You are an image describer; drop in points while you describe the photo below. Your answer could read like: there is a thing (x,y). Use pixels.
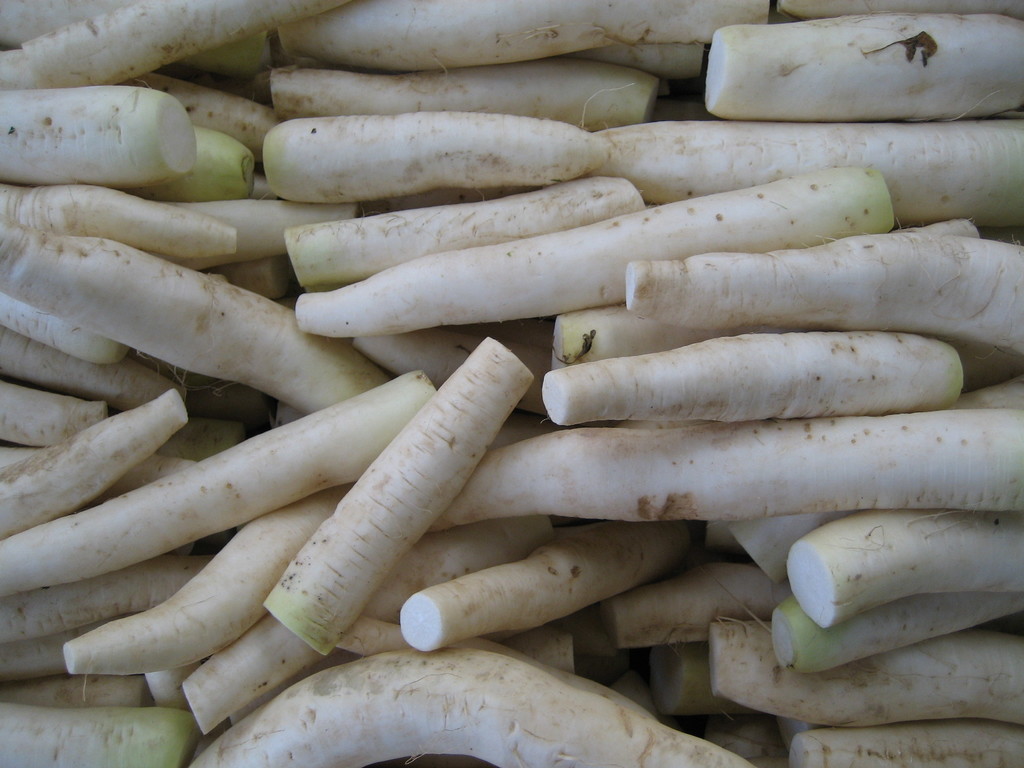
In this image there are so many radishes (483,425) kept one beside the other.
